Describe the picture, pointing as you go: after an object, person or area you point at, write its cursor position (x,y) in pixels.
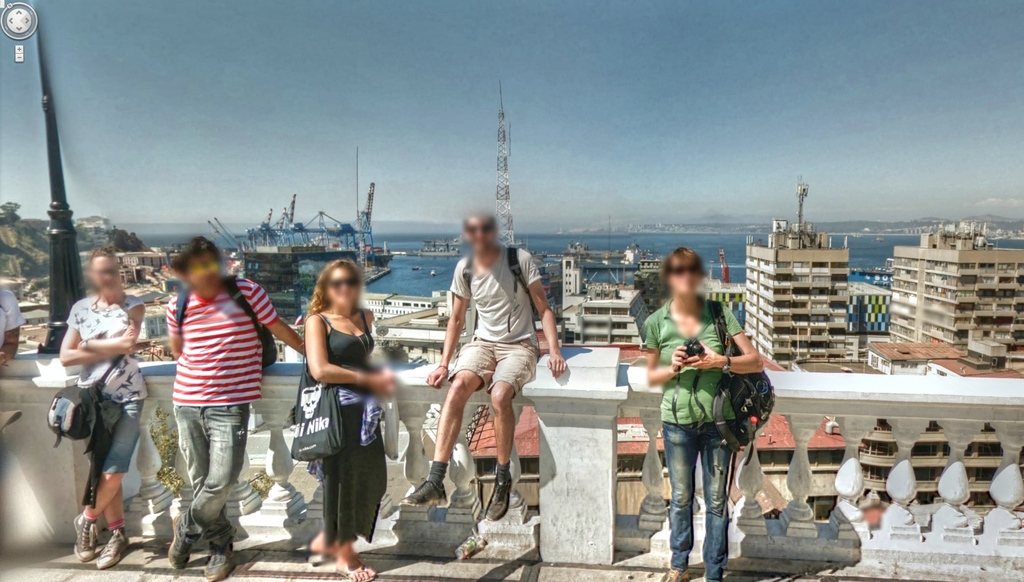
In this image I can see six persons (368,486) are wearing bags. In the background (283,260) I can see a fence (597,475), buildings (638,449), tower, mountains (126,235) and boats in the water (549,242). On the top (565,133) I can see the sky (620,146). This image is taken during a day.
